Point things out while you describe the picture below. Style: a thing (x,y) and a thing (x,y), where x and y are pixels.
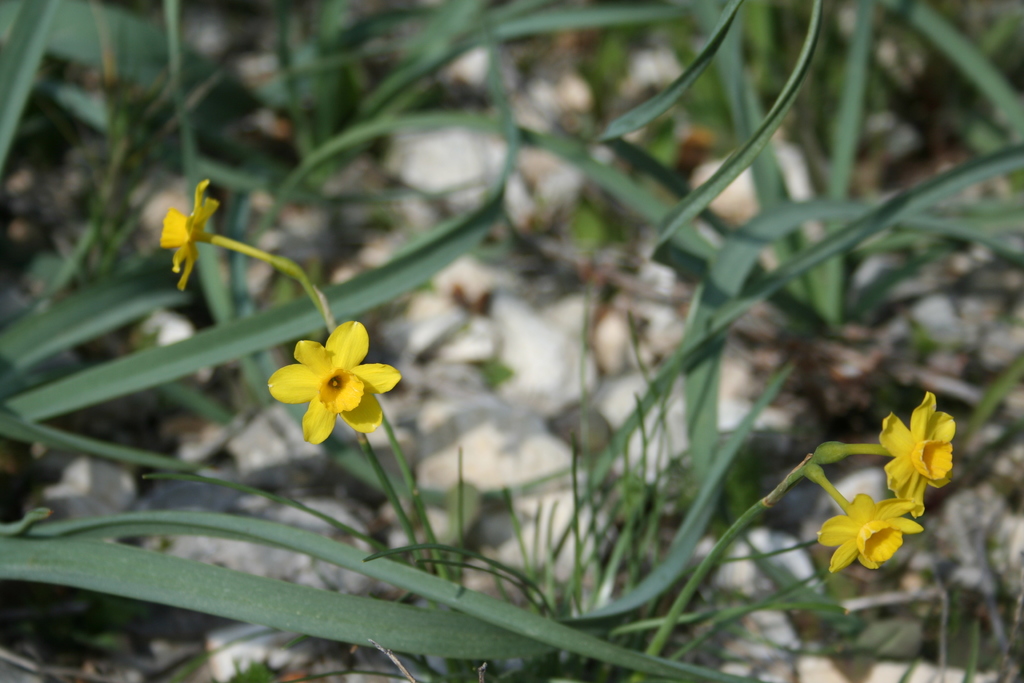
In this picture we can see flowers (918,484) and plants (728,540).
